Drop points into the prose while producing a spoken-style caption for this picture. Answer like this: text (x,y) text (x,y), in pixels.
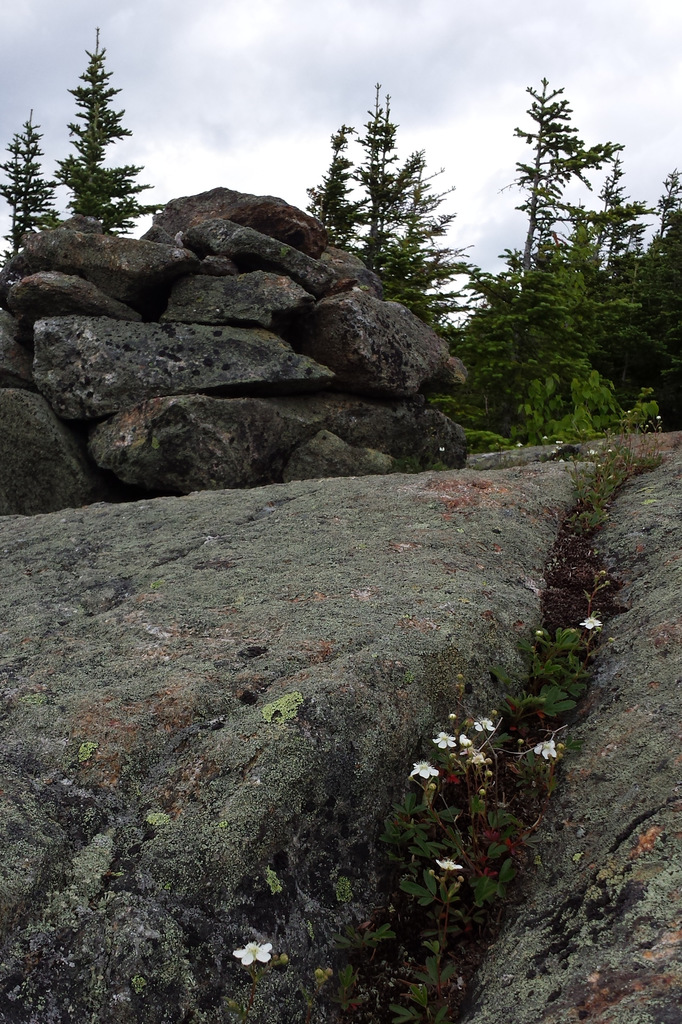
In the picture I can see white color flowers (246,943) here, I can see rocks (389,433), trees (656,317) and the cloudy sky (437,180) in the background (345,151).
